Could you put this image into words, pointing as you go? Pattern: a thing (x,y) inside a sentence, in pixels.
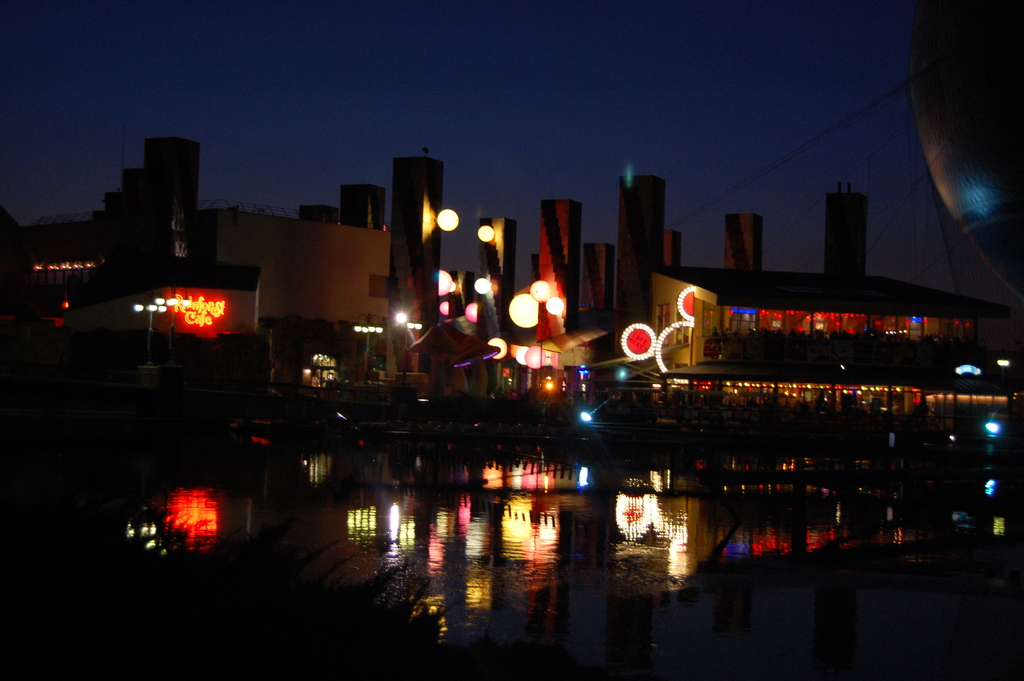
In this image we can see buildings (736,222), lights (395,317), poles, also we can see those reflections (696,518) on the water (641,558), and also we can see the sky (564,117).
